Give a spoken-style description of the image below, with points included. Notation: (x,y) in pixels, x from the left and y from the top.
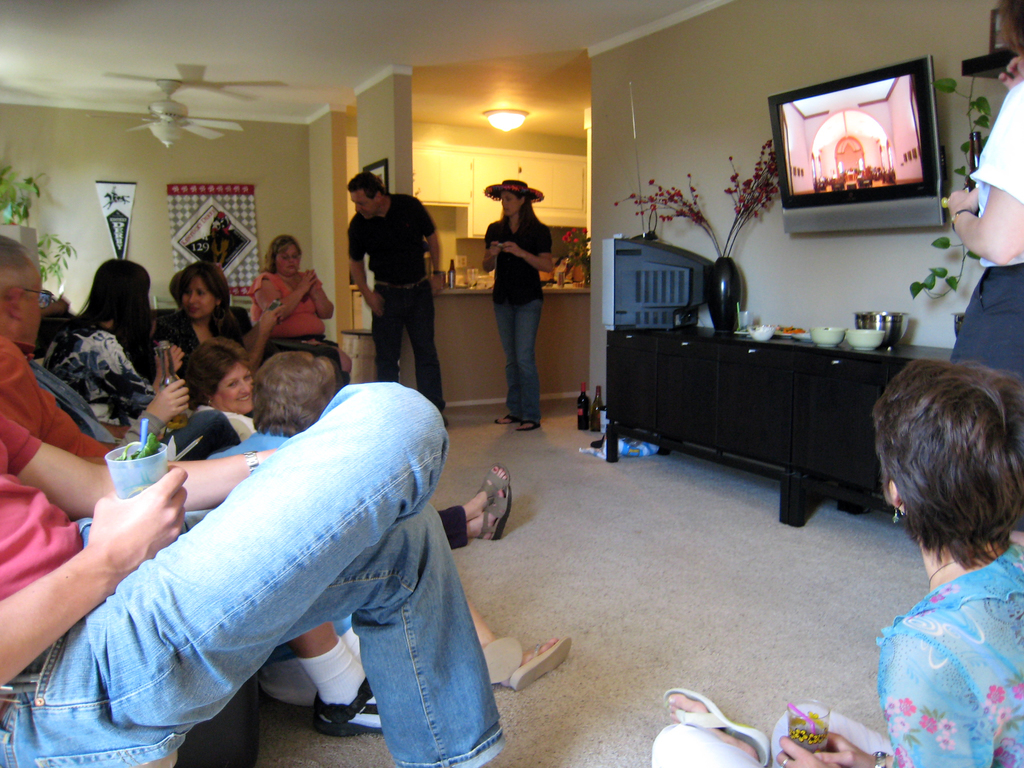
In this picture we can see a group of people (955,381) where some are sitting on chairs (246,311) and some are standing on the floor (550,579), televisions (692,280), bottles (163,361), bowls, cupboards (747,379), flower vase (712,298), plant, fan (181,118), light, frames (248,236) on walls (154,246) and in the background (214,231) we can see some objects (196,247).
